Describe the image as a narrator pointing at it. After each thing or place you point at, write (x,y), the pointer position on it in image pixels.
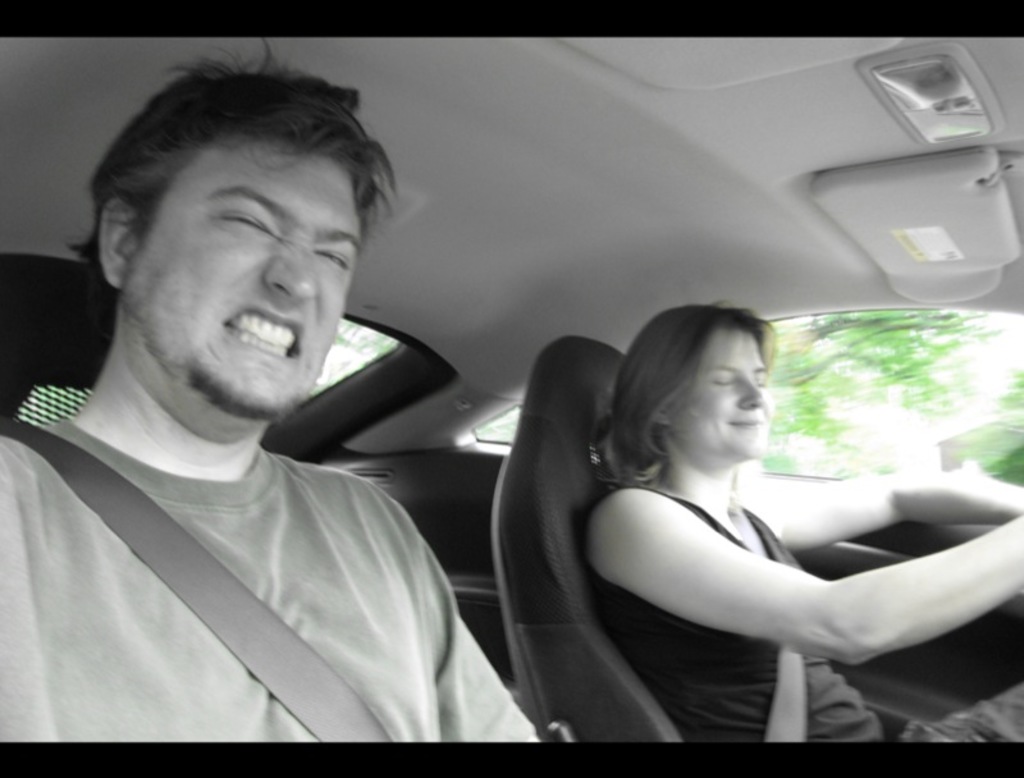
This black and white picture is clicked inside a car (497,556). There is a woman (634,563) and a man (329,581) sitting inside a car (500,592). They are wearing seat belts (783,653). The woman (623,569) is smiling. Behind the man (270,585) there is a window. Outside the window (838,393) there are trees (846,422).
